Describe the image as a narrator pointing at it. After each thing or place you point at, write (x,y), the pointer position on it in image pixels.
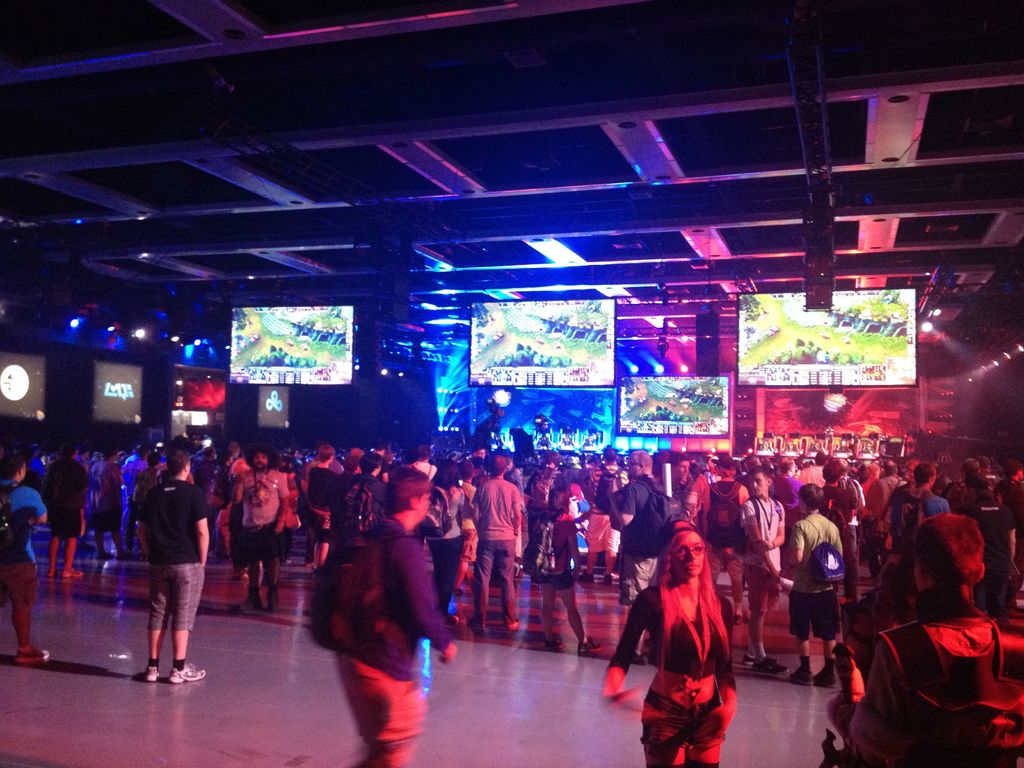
In this picture we can see a group of people (437,626) standing on the ground (311,656) and in front of them we can see screens (803,329), lights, ceiling (496,145) and some objects (705,369).
